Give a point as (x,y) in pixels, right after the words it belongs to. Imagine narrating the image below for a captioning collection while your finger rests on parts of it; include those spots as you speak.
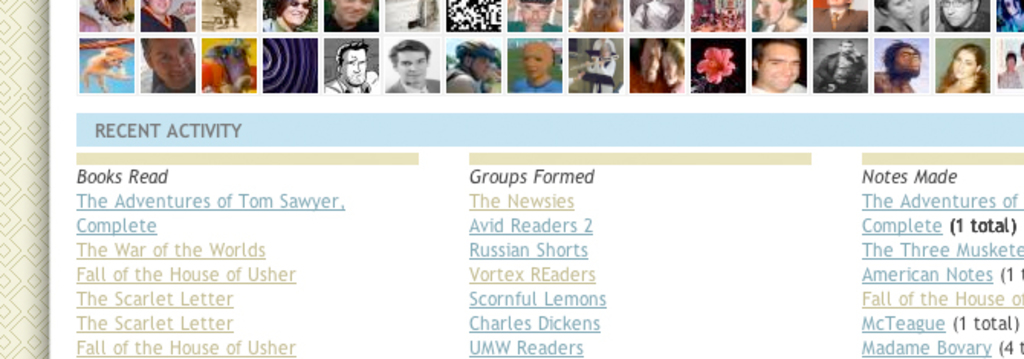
This is the screenshot from the web page where we can see so many persons images (246,48) on the top (174,66) and text (562,251) written in the bottom (212,314).
